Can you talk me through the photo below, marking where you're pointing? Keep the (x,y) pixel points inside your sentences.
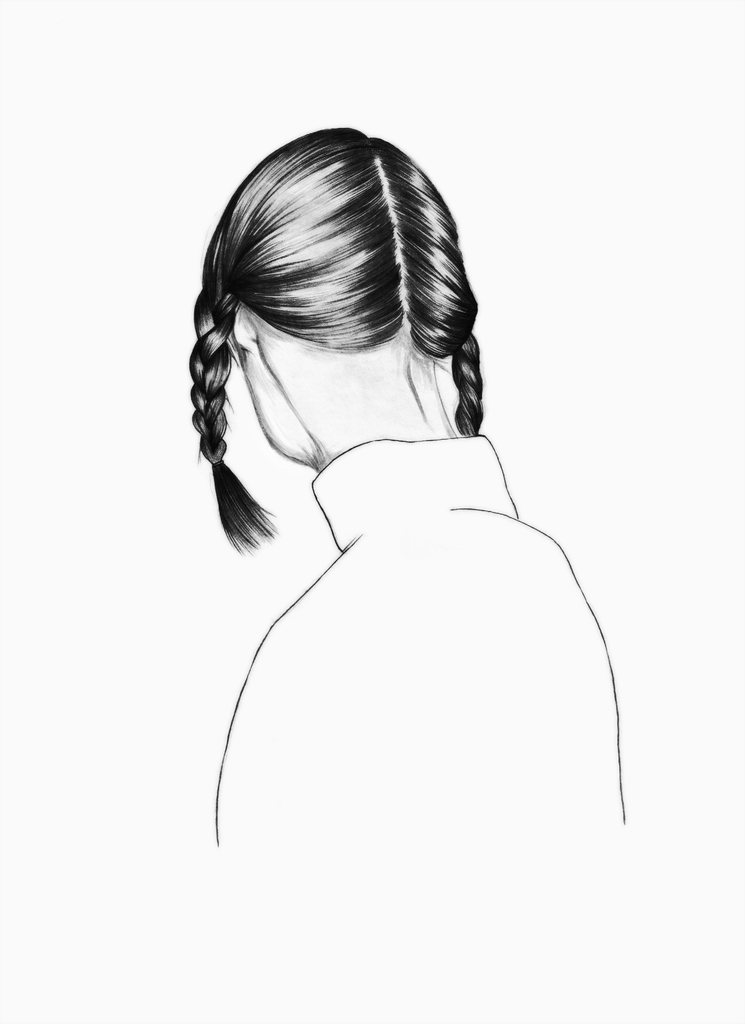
In this image there is a drawing (412,306) of a lady (243,341).
